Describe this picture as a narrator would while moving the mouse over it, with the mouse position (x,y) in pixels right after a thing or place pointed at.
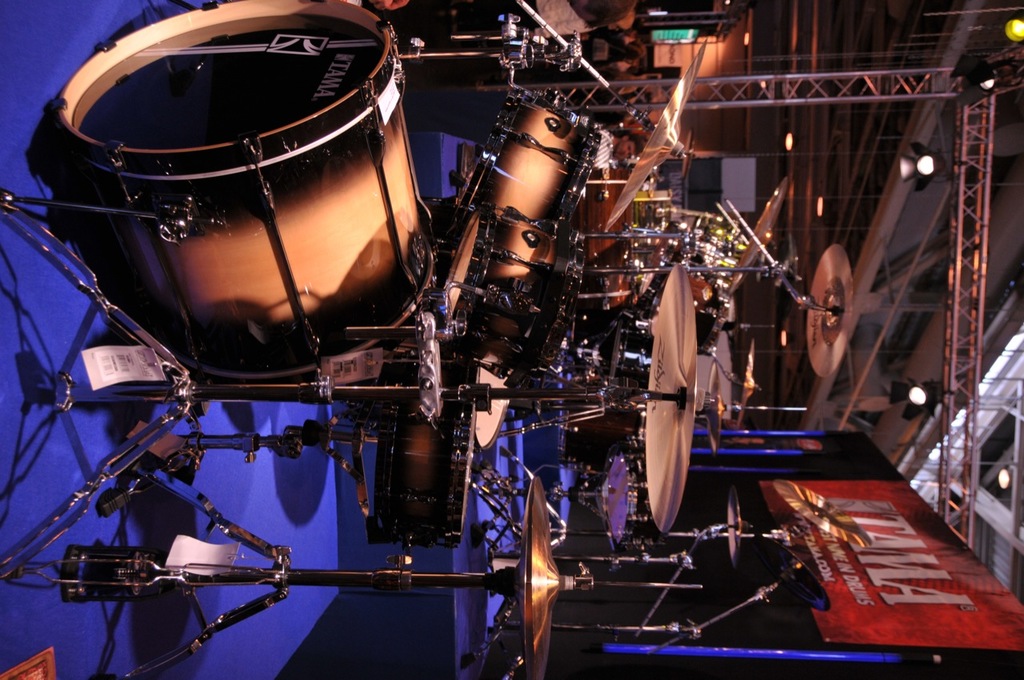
The picture consists of drum sets (419,414) on a blue color mat (225,607). On the right (884,566) there is a banner (859,558) and there are lights (918,386) and iron frames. At the top (665,31) there is a ceiling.
